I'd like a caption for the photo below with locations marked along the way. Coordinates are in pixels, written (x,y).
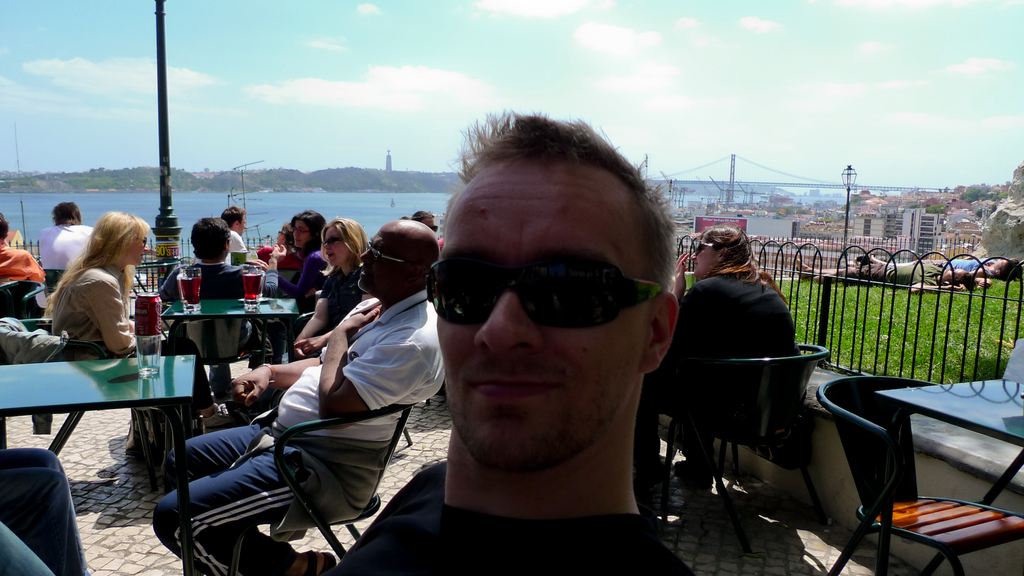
In this image I see a man (624,562) in front (454,333) and he is wearing shades (510,270). In the background (258,503) I see lot of people (66,559) who are sitting on the chairs (232,560) and there is a table (181,316) in front and there are glasses (186,303) on it and I can also see there are few poles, water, sky (320,141) and 2 persons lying on the grass (1012,308).
